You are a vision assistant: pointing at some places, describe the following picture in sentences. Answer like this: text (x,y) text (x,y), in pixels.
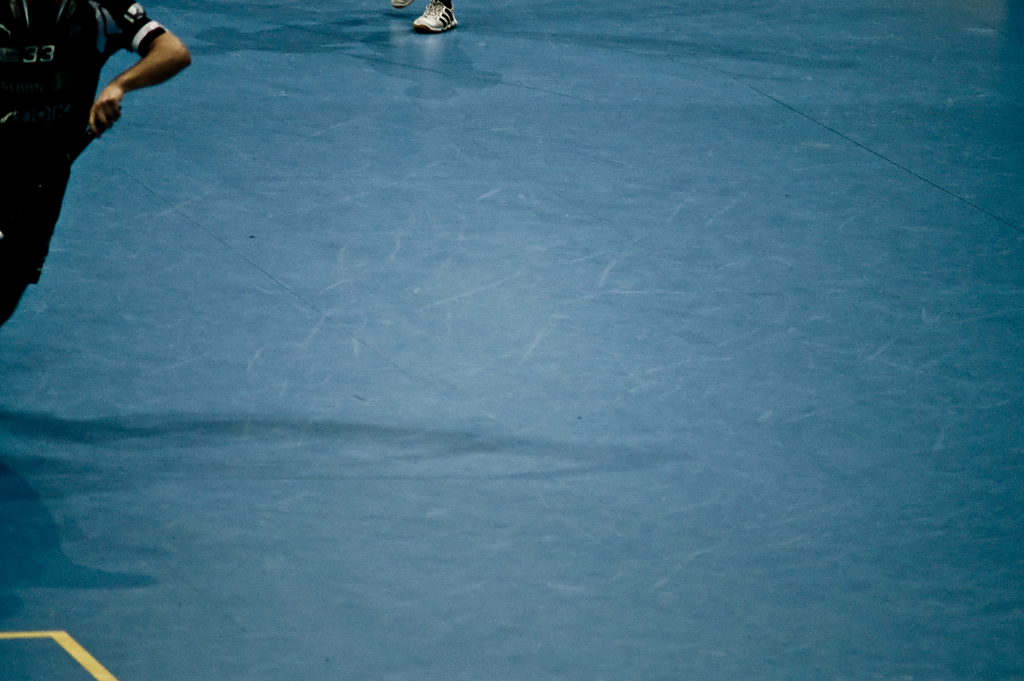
In this image on the left (81,120) there is a player (93,43). On the top (421,28) we can see feet (435,14) of a person (430,15). This is a ground (505,423). The ground (448,445) is blue in color.
